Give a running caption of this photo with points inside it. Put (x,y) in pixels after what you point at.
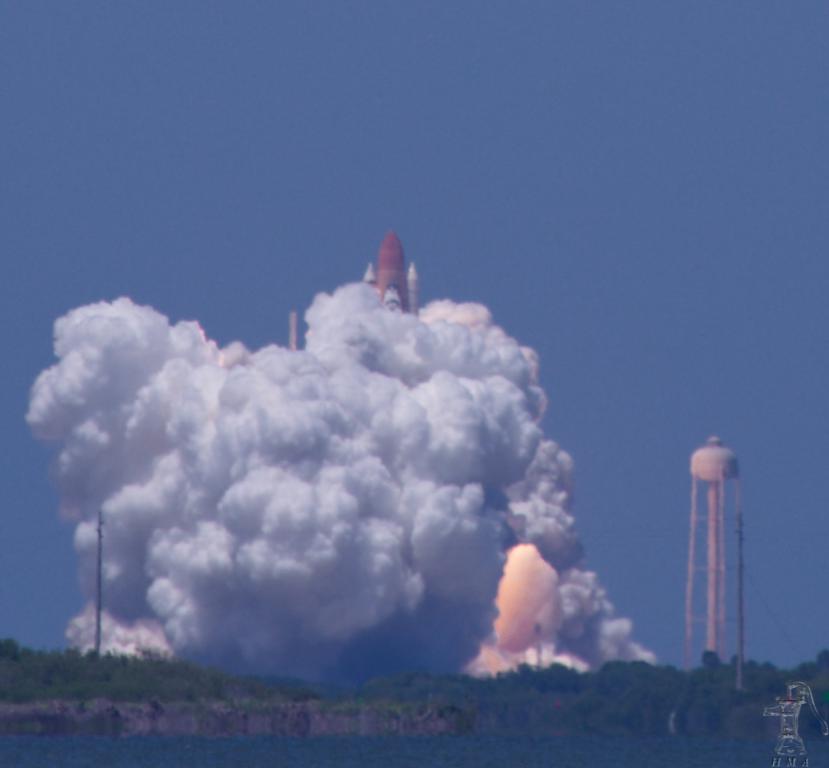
In this image there are trees (610,679), a tank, rocket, there is smoke (368,293), and in the background (800,398) there is sky (551,330) and a watermark (824,725) on the image.
